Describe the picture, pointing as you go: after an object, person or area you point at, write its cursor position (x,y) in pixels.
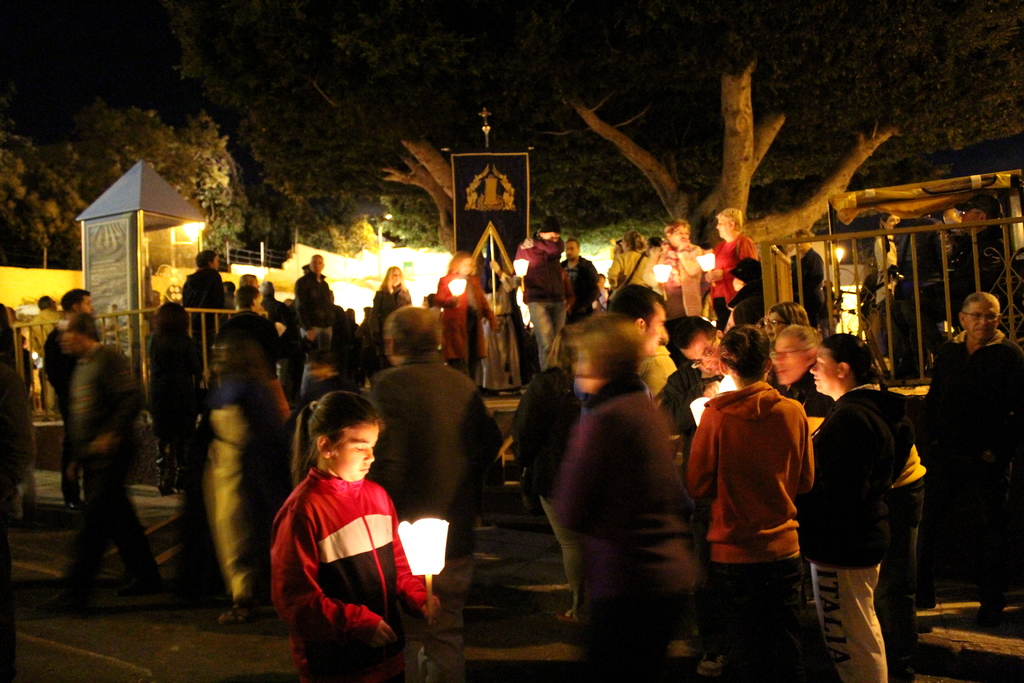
There are groups of people (428,370) standing. I can see the trees (499,119) with branches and leaves (344,93). Here is a person (513,355) holding a flag (488,175). I think this is a kind of a booth (171,225). I can see a girl (333,521) holding a lamp (421,527).
